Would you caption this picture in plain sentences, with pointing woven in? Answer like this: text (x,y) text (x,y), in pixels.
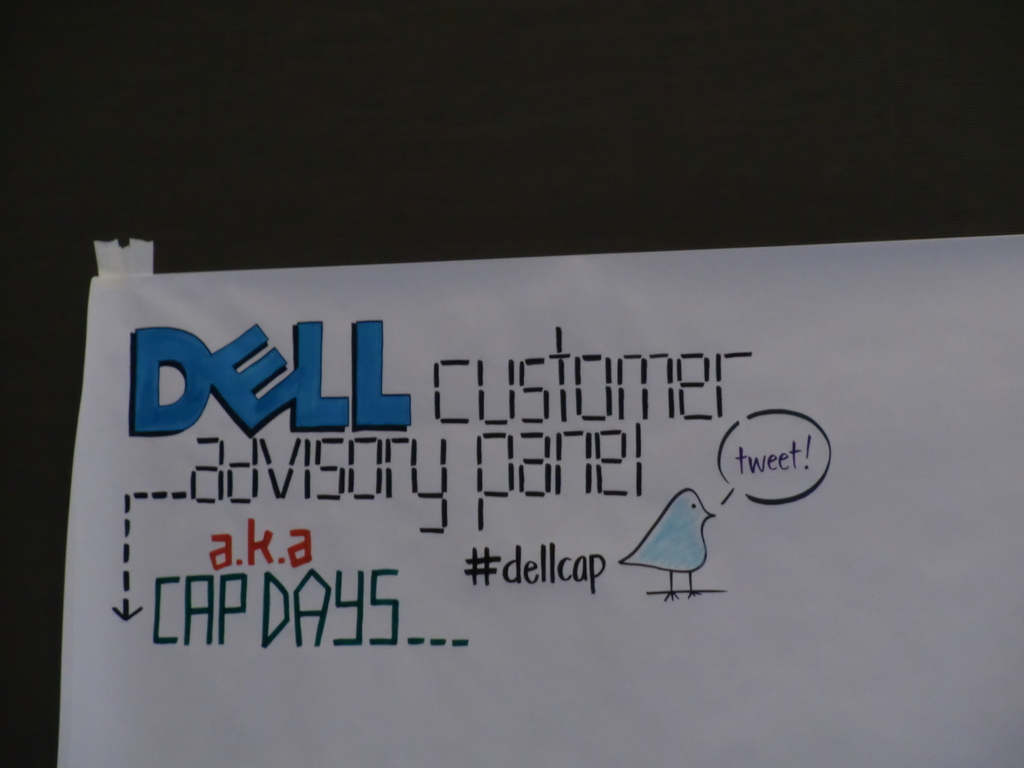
In this picture I can see a banner (655,516) with some text (587,429) and I can see dark background (315,129).
